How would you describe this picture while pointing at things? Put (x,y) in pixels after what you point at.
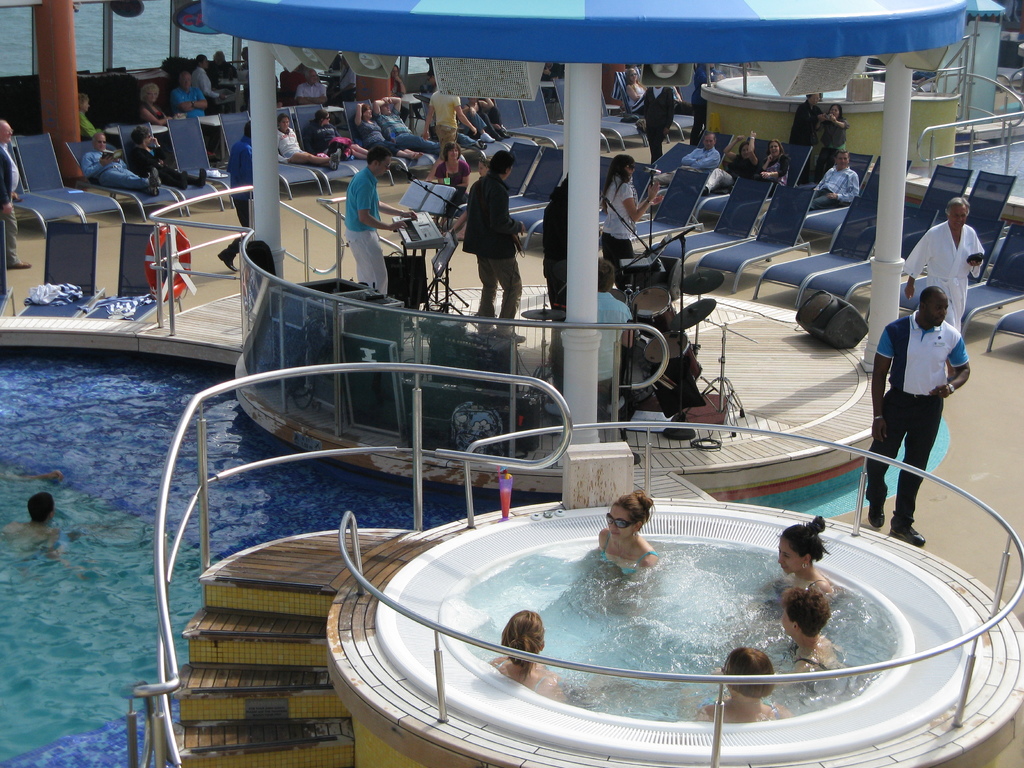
This picture describes about group of people (357,241), few are seated, few are standing and few are walking, in the middle of the image (611,271) we can find few people (360,184) playing musical instruments (645,299), in the background (833,211) we can see few chairs (781,220) and metal rods (965,134), and also we can see few people (747,652) in the water (627,622).
